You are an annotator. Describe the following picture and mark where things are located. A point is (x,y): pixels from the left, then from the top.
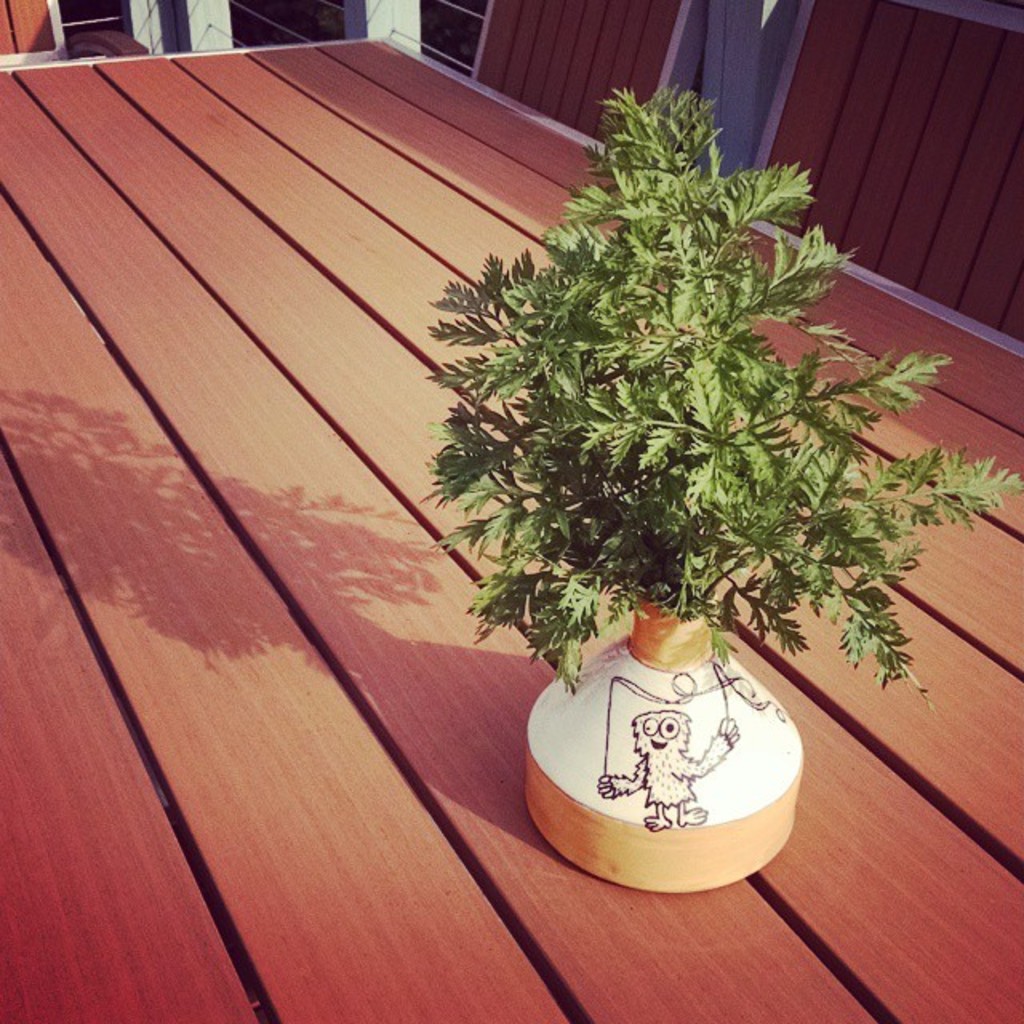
In this image I can see a houseplant (679,499) on the wooden table (252,321).
